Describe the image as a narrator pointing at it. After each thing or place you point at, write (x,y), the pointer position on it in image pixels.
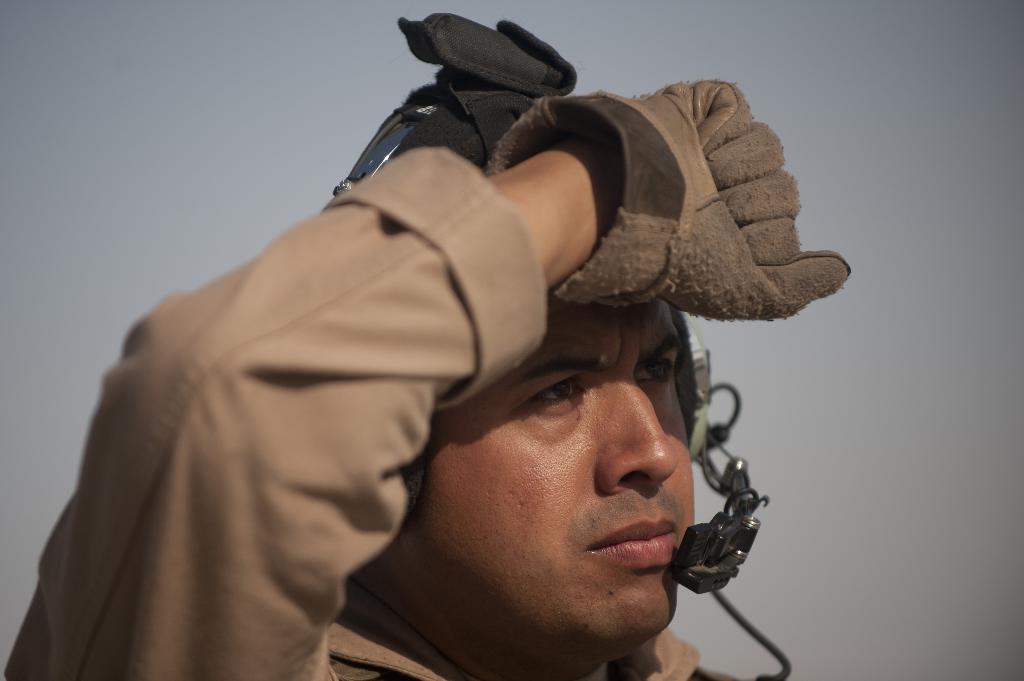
This is a zoomed in picture. In the foreground (705,247) there is a person (426,600) wearing a glove (710,184) and some other objects (736,520). In the background (943,103) we can see the sky (65,368).
